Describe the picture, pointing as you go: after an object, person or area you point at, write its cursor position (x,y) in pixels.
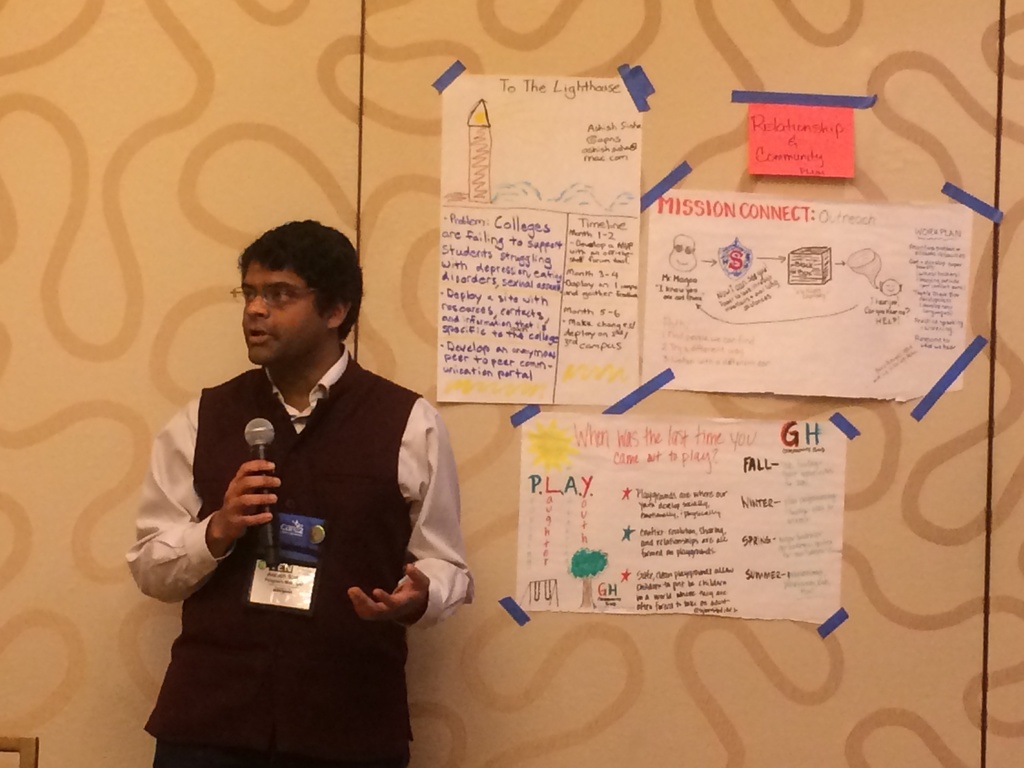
In this image there is a man (327,557) standing. He is holding a microphone (257,444) in his hand (276,476). There is an identity card (302,567) to his shirt (343,473). Behind him there is a wall (505,56). On the wall (506,547) there are charts (668,316) stuck. On the charts (740,373) there are images (802,264) and text (680,548).
